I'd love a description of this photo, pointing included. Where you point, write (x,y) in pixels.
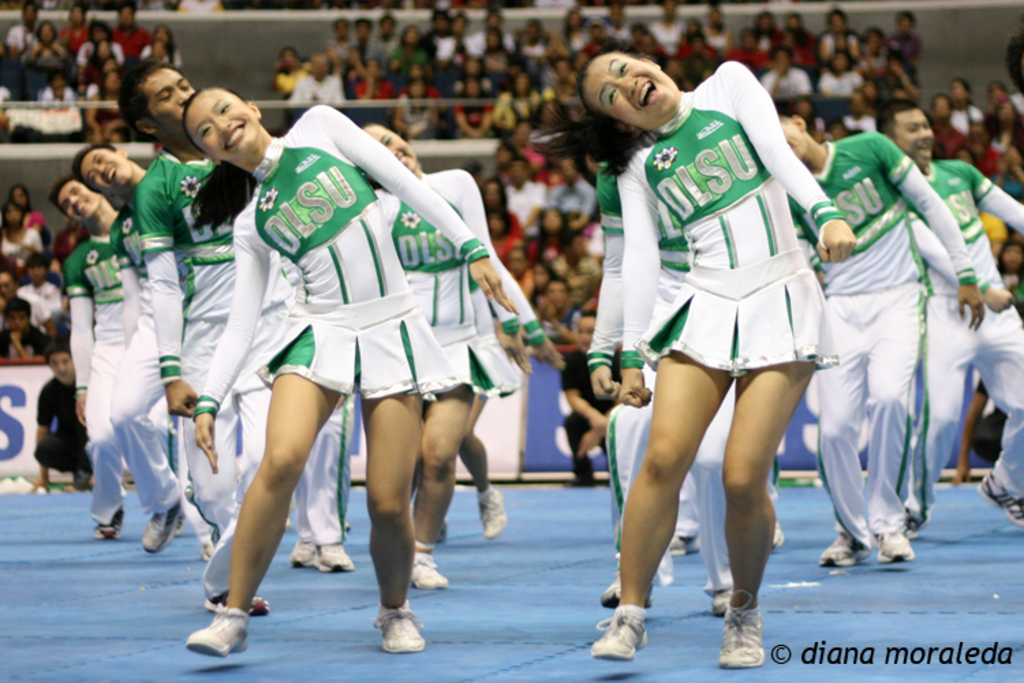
This picture is taken inside the playground (970,484). in this image, in the middle (373,387), we can see a group of people (927,452) dancing. In the background (543,320), we can see a hoarding (8,376) and a group of people (645,32) sitting.
